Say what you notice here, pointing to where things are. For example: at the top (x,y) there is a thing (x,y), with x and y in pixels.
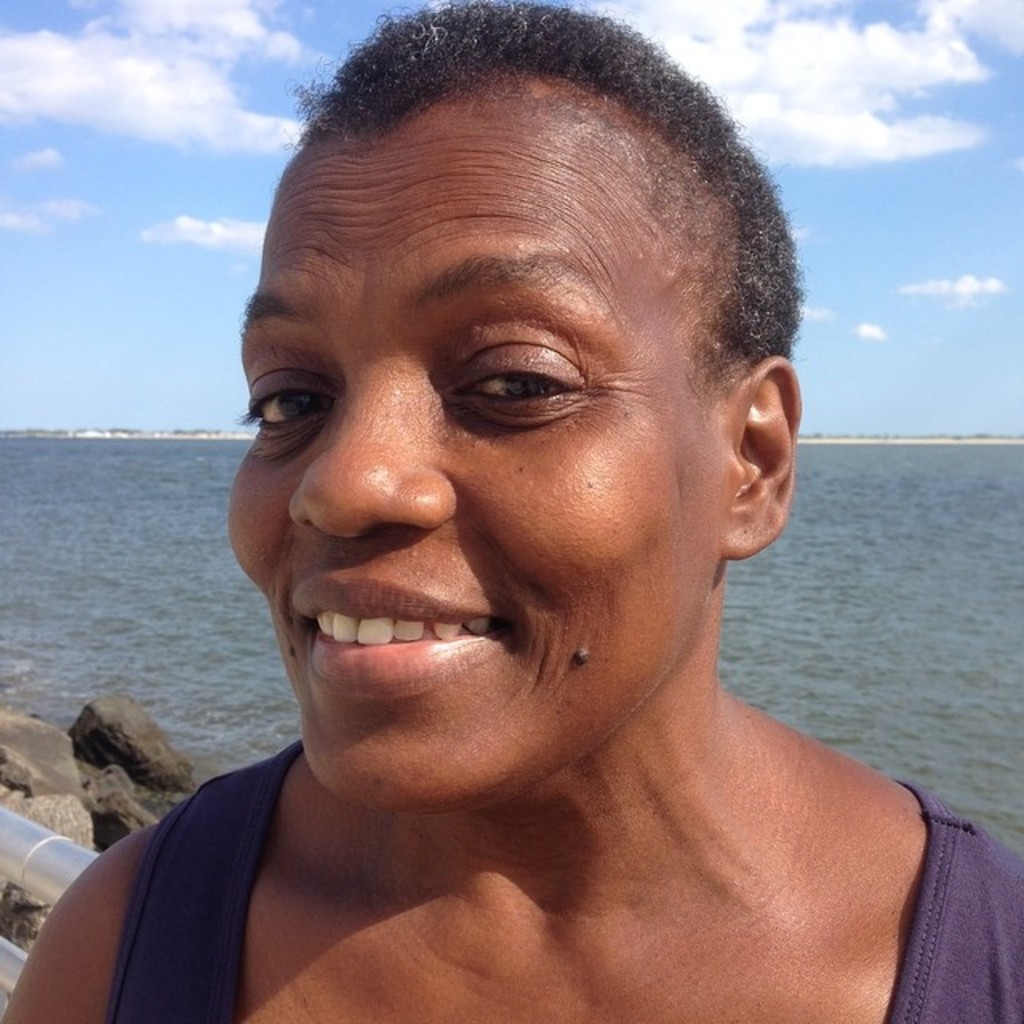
In this image I can see a woman (428,200) and I can see she is wearing purple colour dress (1012,966). I can also smile (336,680) on her face (442,614). In the background (79,622) I can see water (42,505), clouds (785,35) and the sky (847,250).
